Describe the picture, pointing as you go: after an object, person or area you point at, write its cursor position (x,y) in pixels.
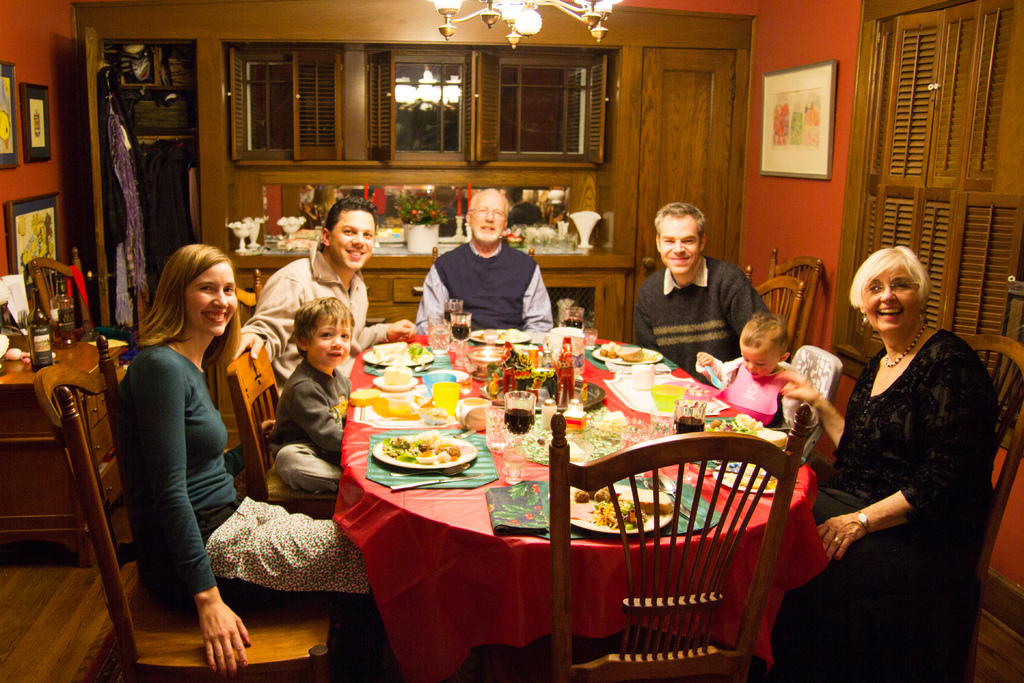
In the middle (488,431) there is a table (500,461), on the table (533,421) there are plates (450,465), cups (444,387), glasses (676,416), bottles (567,367) and some other food items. Around the table (460,499) there are 7 people (225,495). On the right (899,506) there is a woman (896,453) she wear a black dress (896,444) she is smiling her hair (885,255) is short. In the middle (470,265) there is a man (491,293) he is staring at something. On the left (180,463) there is a woman (172,462) she wear a t shirt (168,448) she is smiling her hair (176,299) is long. In the back ground (586,145) there is a window (532,120), light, glass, photo frame (764,141), bottle (70,336), door (93,212) and wall (61,55). I think this is a house (524,169).
